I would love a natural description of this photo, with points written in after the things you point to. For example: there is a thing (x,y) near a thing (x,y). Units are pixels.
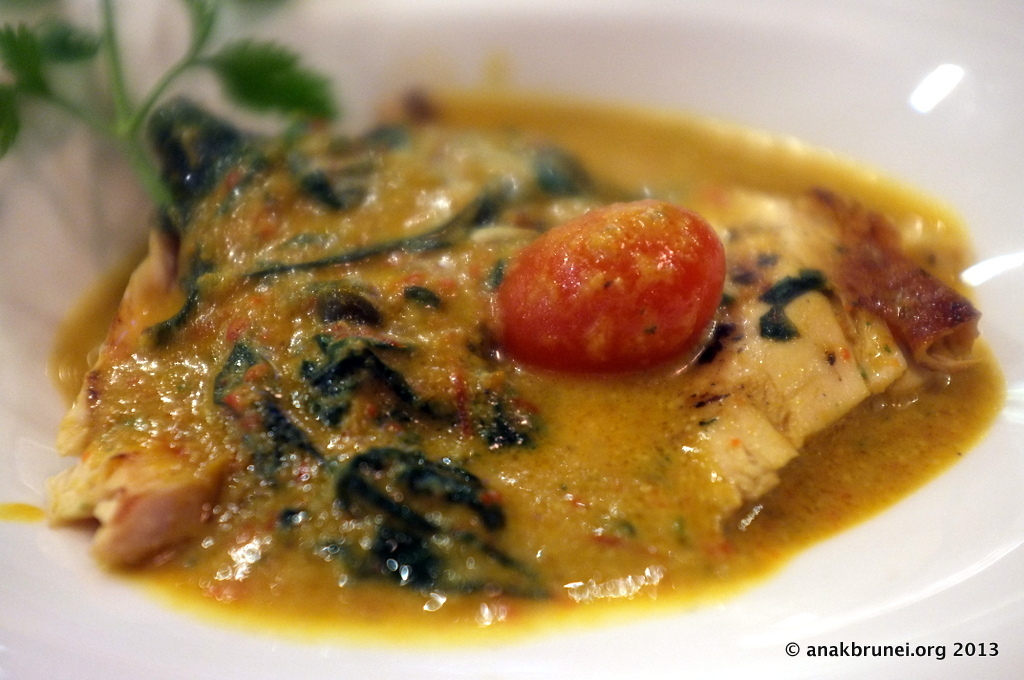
In the image we can see there is a food item (532,382) kept on the plate (778,609).
